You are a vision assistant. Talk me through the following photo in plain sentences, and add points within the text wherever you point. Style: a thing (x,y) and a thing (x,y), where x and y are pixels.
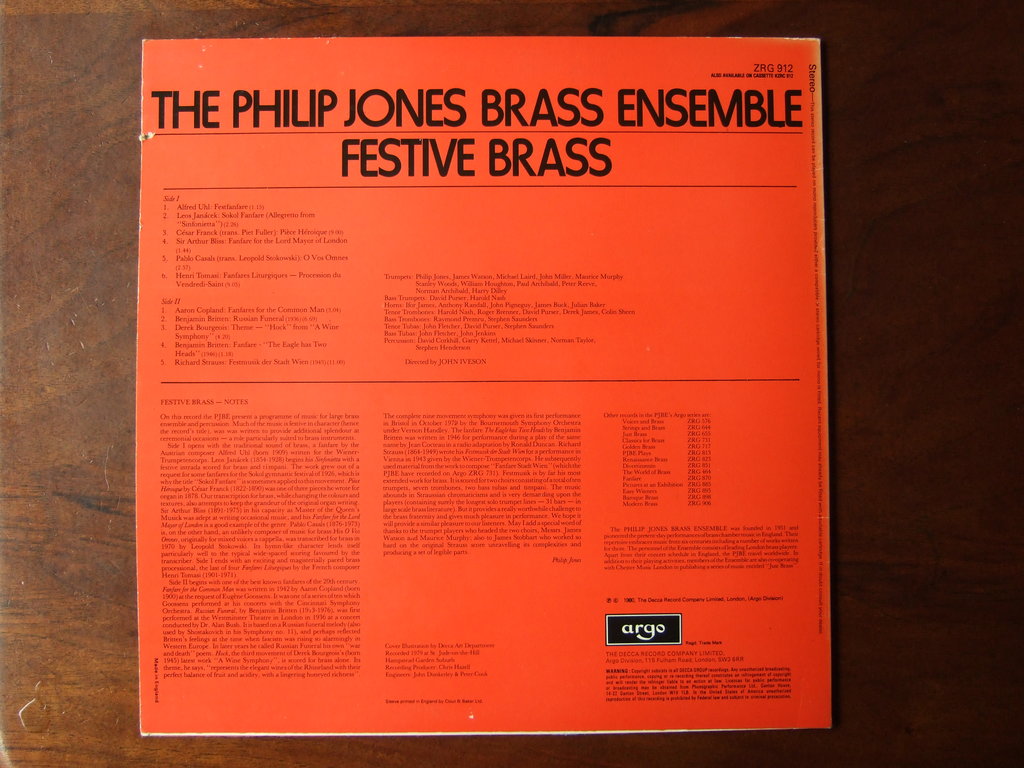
On a wooden surface (930,693) we can see a paper (538,601) with some information (543,539).
